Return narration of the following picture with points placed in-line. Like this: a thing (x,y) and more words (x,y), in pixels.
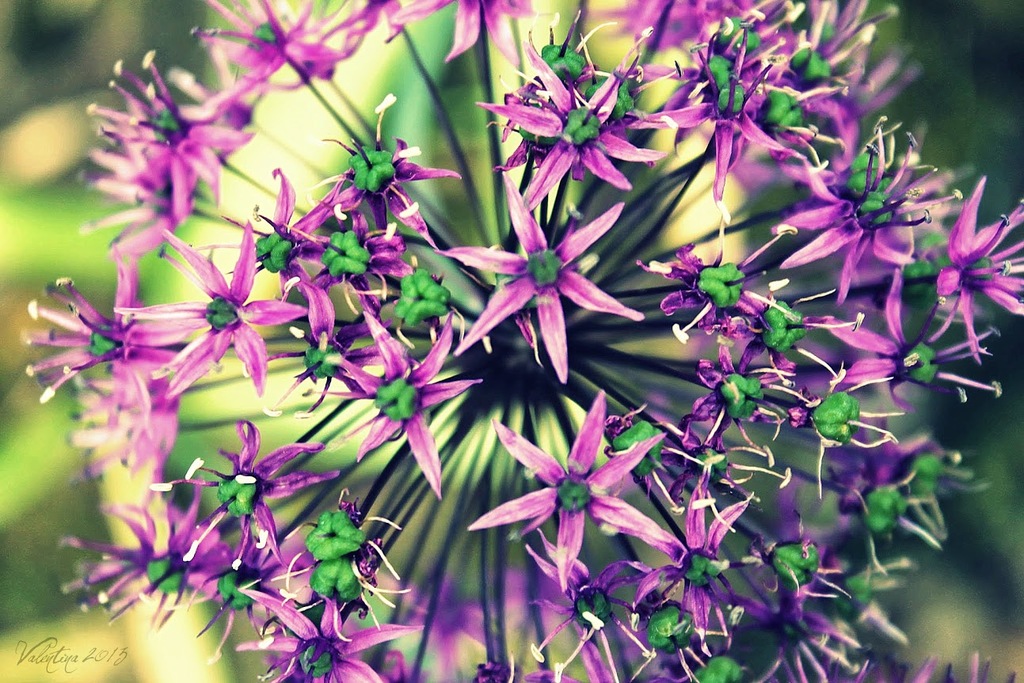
Here in this picture we can see flowers (470,263) present on a plant (541,263) and we can see the background (30,410) is in blurry manner.
